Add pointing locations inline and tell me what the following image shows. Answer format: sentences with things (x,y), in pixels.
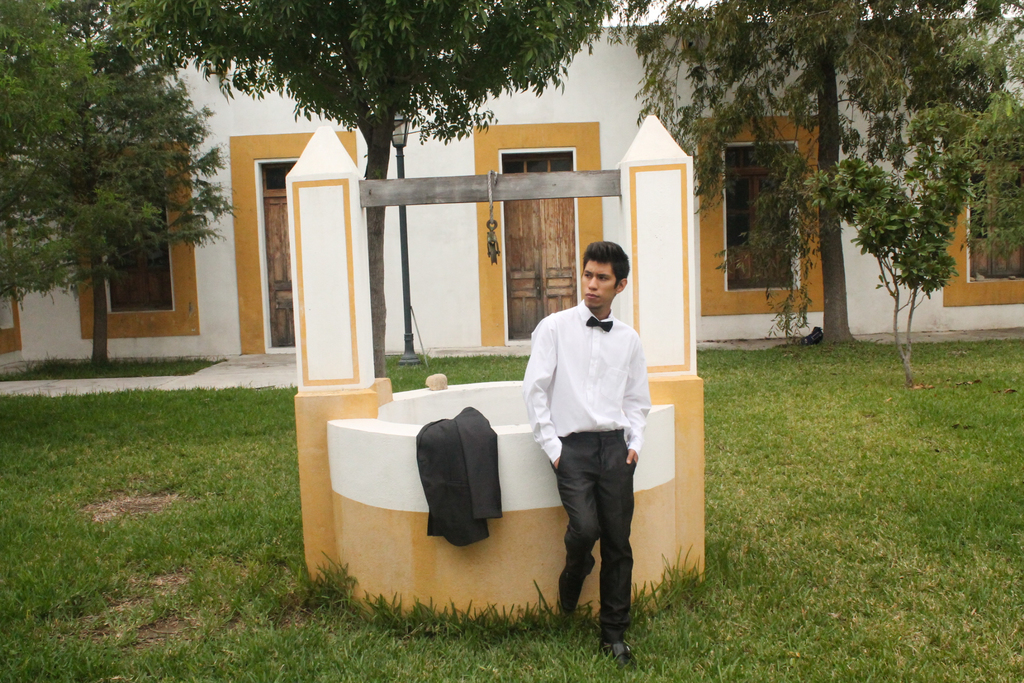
In this picture we can see a man (563,449) is standing on the grass (687,596), beside to him we can find a jacket (465,453), in the background (803,223) we can see few trees (846,89), light (399,123), metal rod (412,334) and a building (504,125).
